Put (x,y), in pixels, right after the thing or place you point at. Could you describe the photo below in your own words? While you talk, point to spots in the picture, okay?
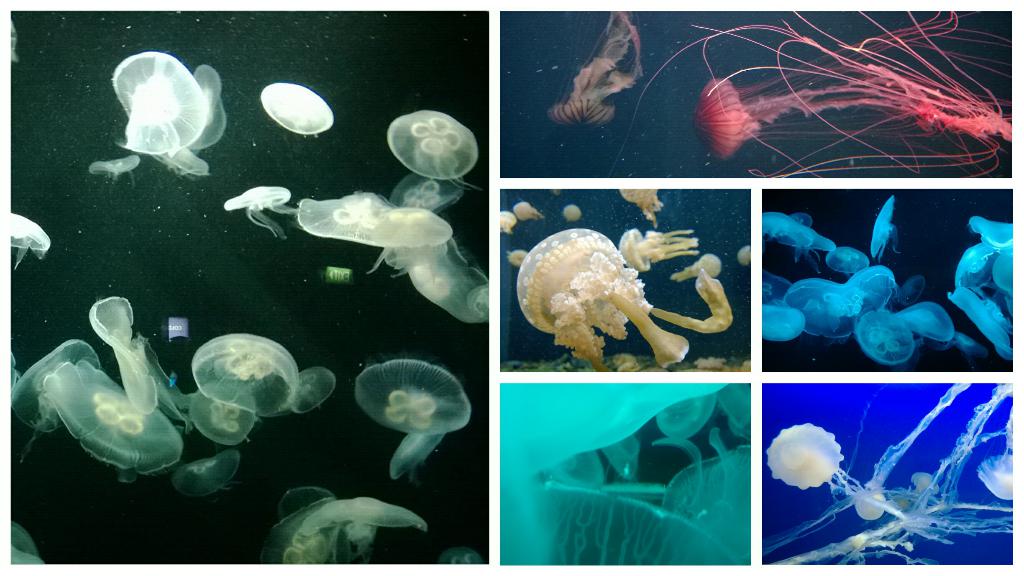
This is a collage picture. In this picture we can see jellyfishes (815,474).
